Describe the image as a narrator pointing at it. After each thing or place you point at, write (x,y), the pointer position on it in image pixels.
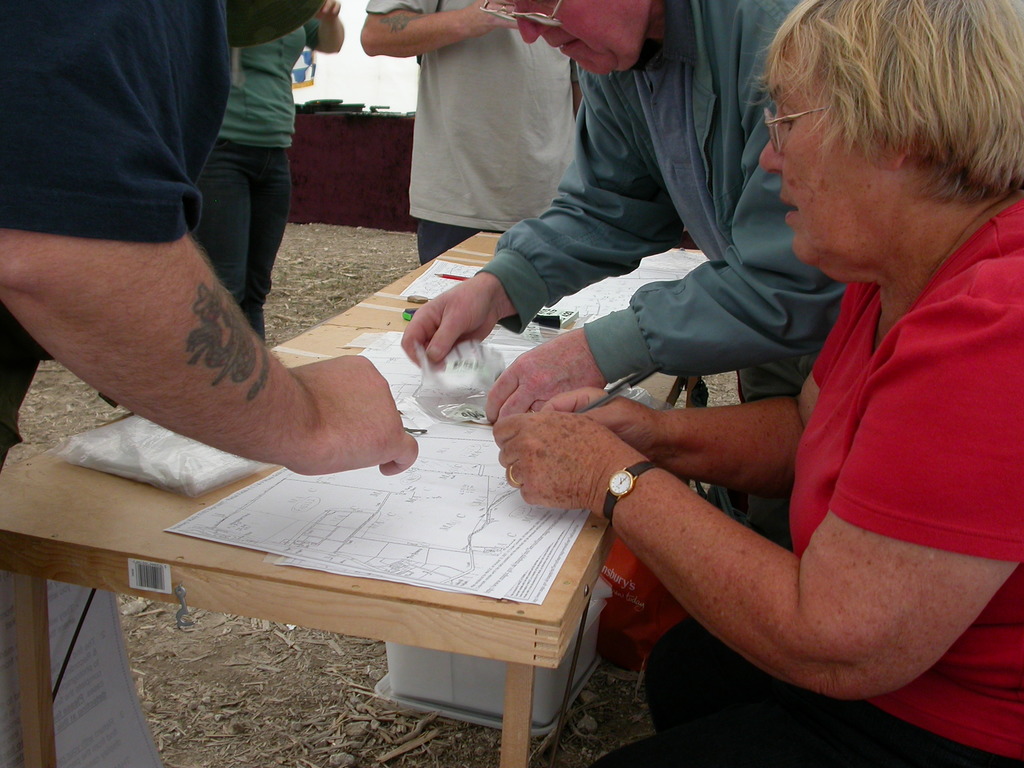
In this image I can see few people (455,159) are in front of the table (380,608). On the table (380,588) there are papers (367,482).
